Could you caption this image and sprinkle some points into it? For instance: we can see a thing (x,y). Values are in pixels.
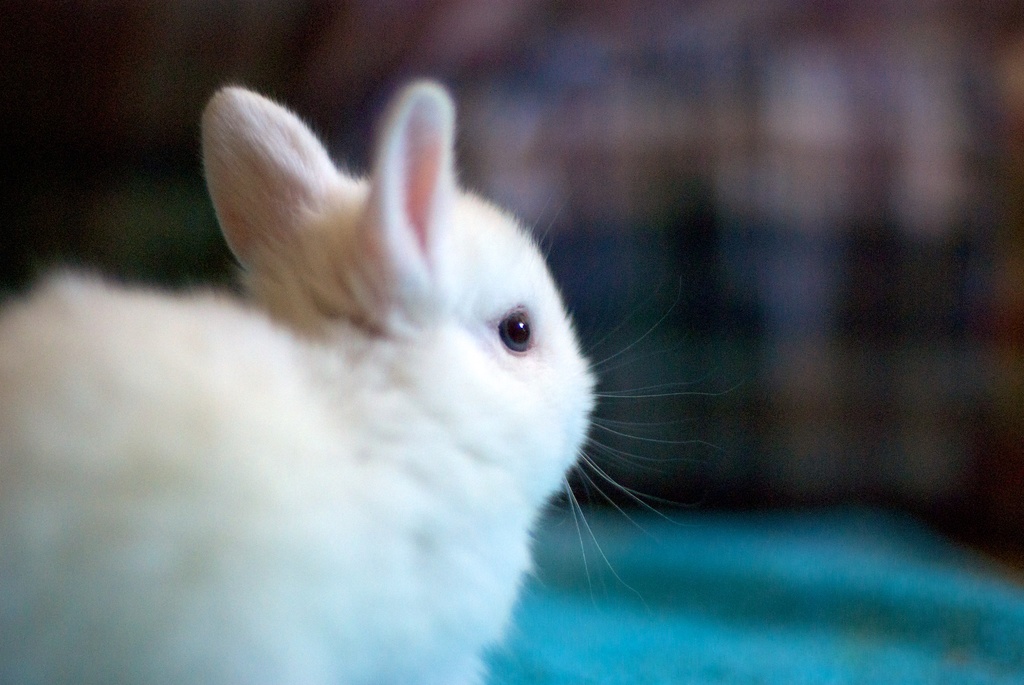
In this image I can see the rabbit (253,386) which is in white color. And there is a blurred background (762,468).
